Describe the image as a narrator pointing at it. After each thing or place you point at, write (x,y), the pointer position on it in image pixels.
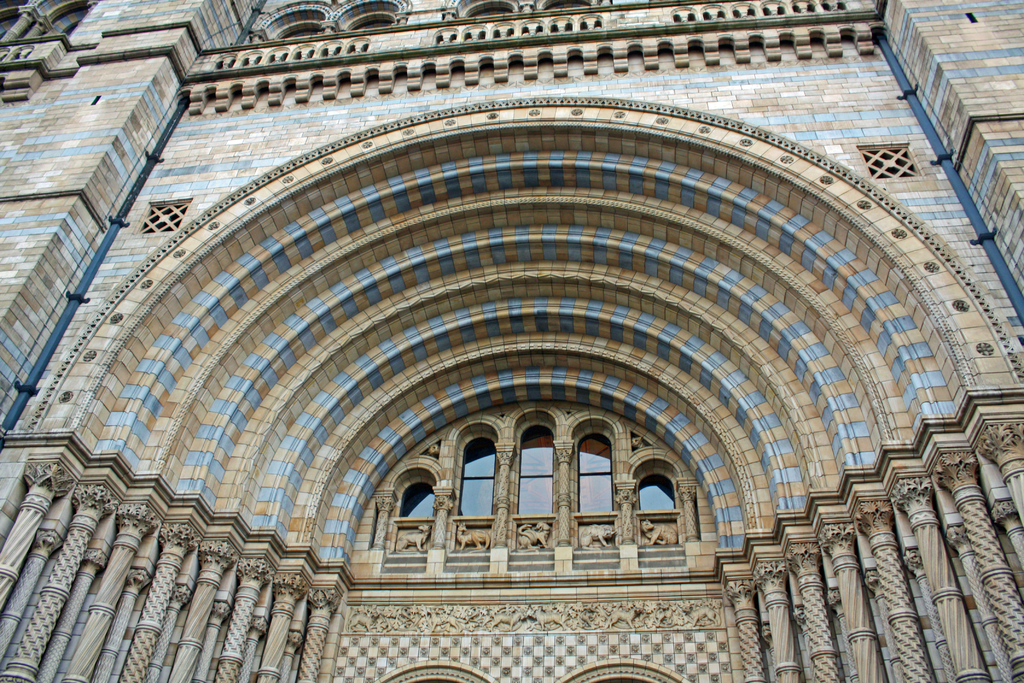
This is the front view of a building (535,432) with glass windows (530,428).
